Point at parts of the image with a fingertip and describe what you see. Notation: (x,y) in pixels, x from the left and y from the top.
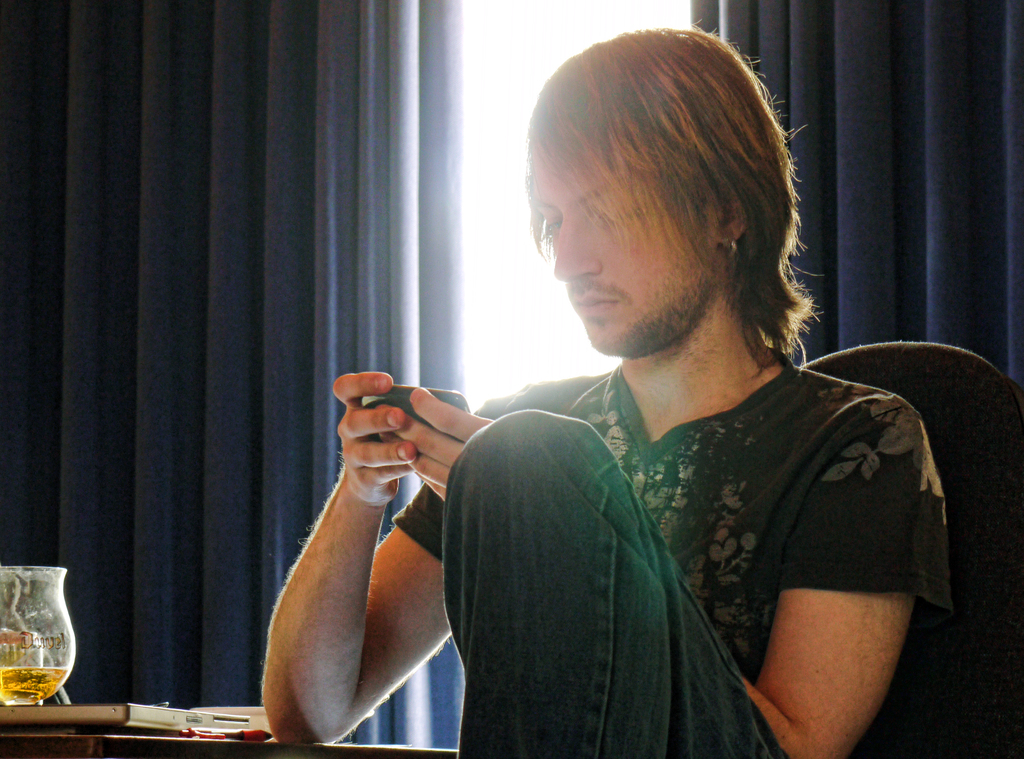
On the right side (814,530), there is a person (792,630) holding a mobile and watching something. This person (566,498) is placing his elbow (341,698) on a table (216,745), on which there is a glass (24,632) filled with drink (15,685), a laptop (91,706), a pen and an object (243,708). In the background (275,186), there are two curtains (365,66) and there is a light (506,85).
